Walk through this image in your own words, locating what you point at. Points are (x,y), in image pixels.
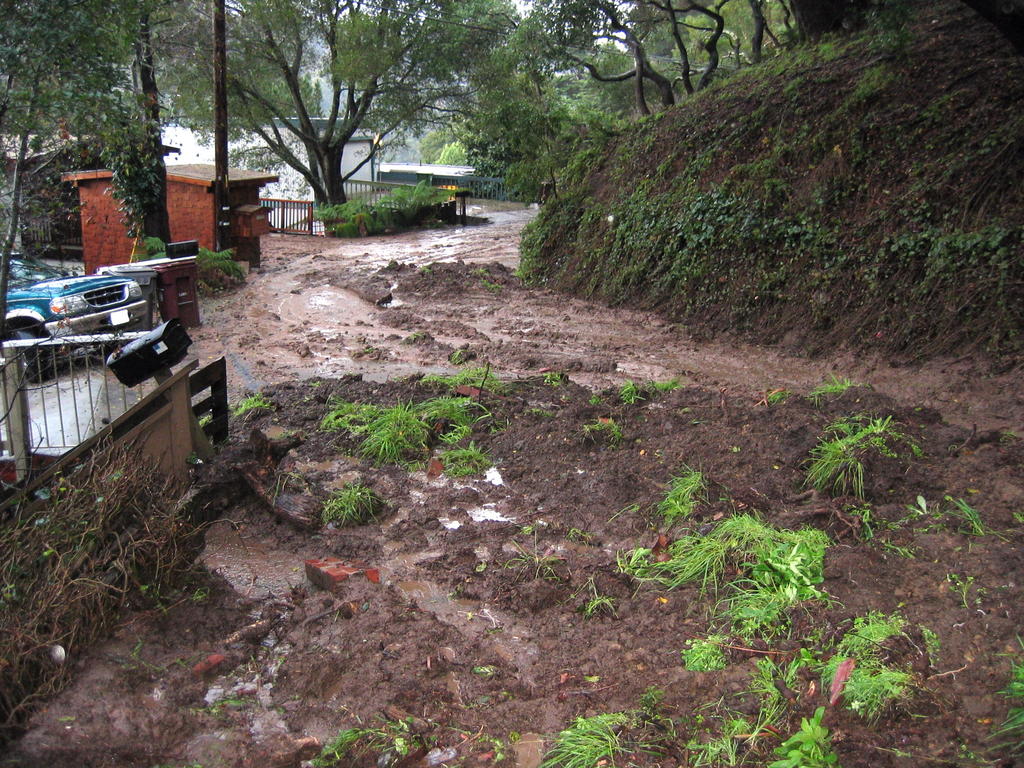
In this image we can see some grass (548,376) on the ground (670,475). On the left side (17,475) we can see a car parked aside, some houses (190,240) with roof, a fence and some poles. We can also see a wooden fence (160,414), some plants (366,231), a building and a group of trees (415,50).
